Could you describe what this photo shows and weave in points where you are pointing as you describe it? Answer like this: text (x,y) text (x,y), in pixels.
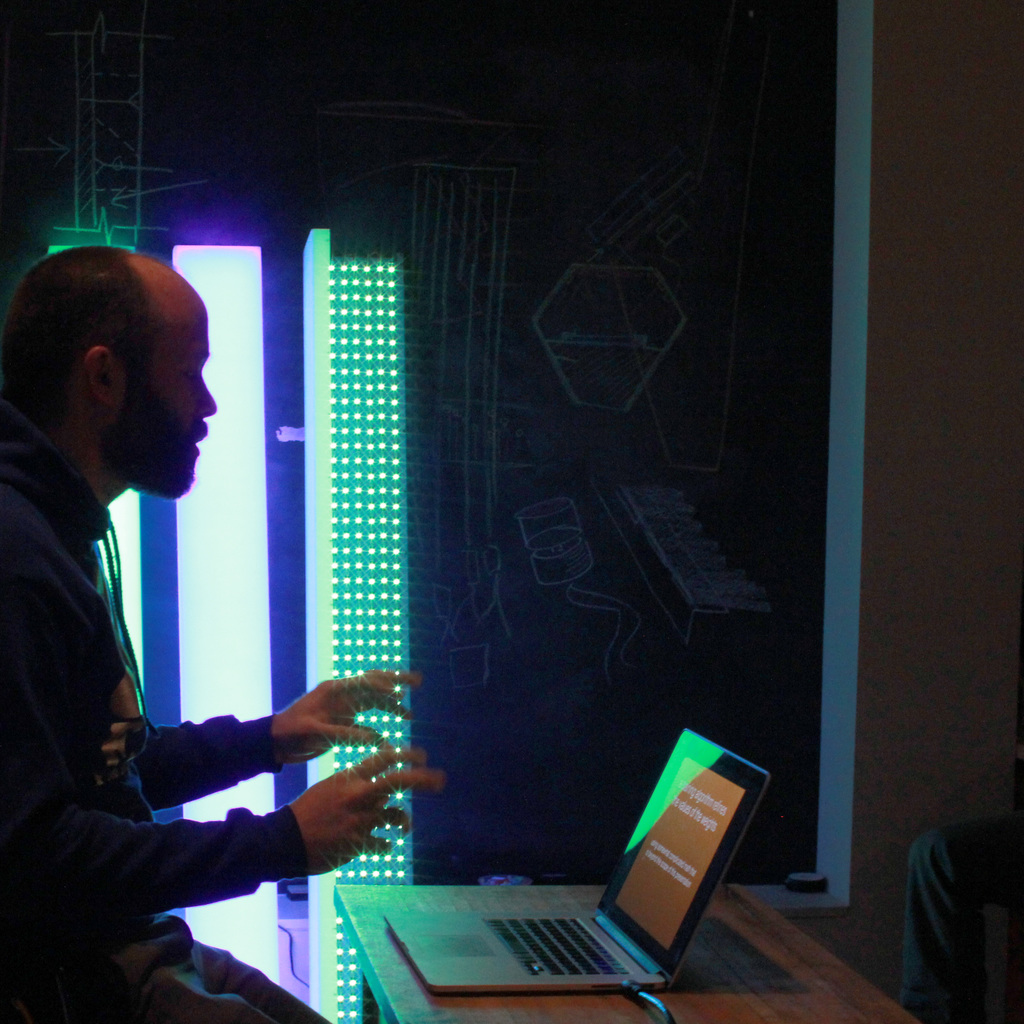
In this image we can see a man (280,763) sitting on the seating stool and a table (754,906) is placed in front of him. On the table (702,958) there is a laptop (529,951). In the background (817,759) there are walls (844,773) and a person (936,895) sitting.
